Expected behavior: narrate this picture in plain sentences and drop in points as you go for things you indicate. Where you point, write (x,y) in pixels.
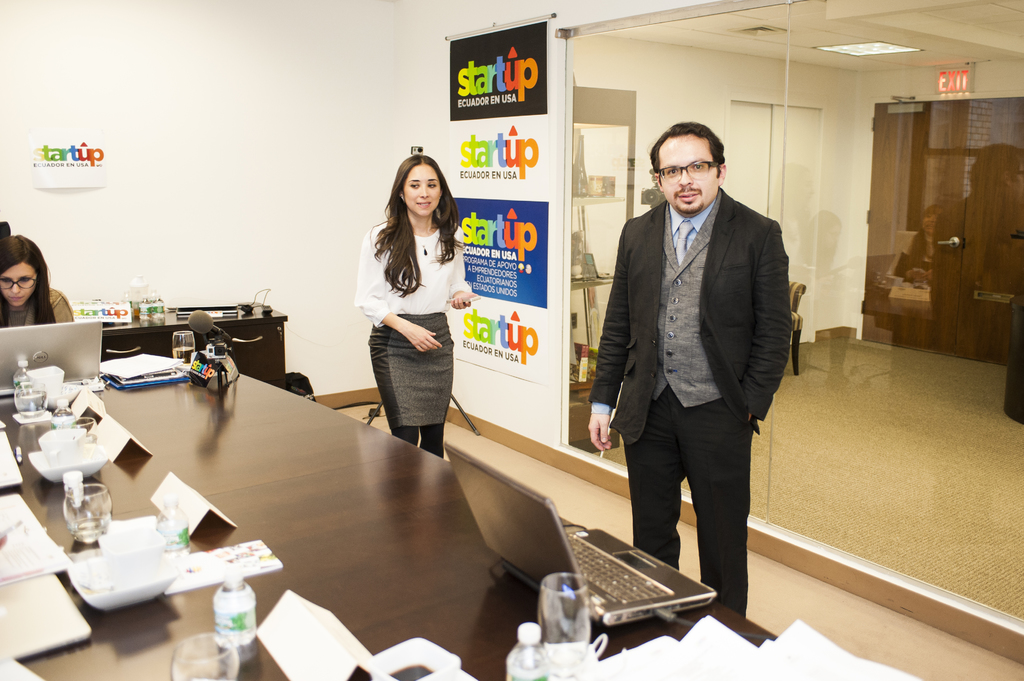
This is a picture in a office (536,303), there are the three persons (55,293) the women (27,295) sitting on the chair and working in her laptop (12,327) and the other women (406,297) in white t shirt (423,298) were standing and the man (695,355) in black coat (712,313) also standing in front of them there is table (331,465) on the table (245,492) there is a name board (184,512) with the name (187,490) and the glasses (85,507) and the bowl (69,468) on the wall (220,228) there is banner (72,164), back side of the man (704,268) there is glass door (842,221) and backside of the glass door (838,180) there is a door (756,131).
